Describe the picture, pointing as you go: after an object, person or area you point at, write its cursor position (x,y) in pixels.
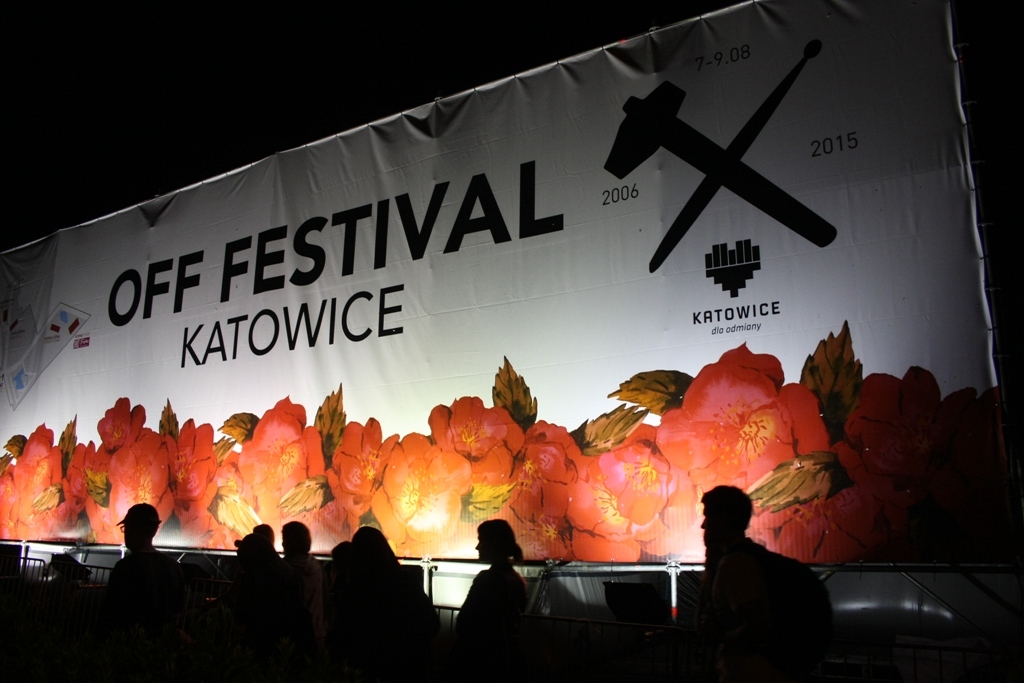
In this image, we can see some people (429,612). There is a banner (449,470) in the middle of the image (473,370).
